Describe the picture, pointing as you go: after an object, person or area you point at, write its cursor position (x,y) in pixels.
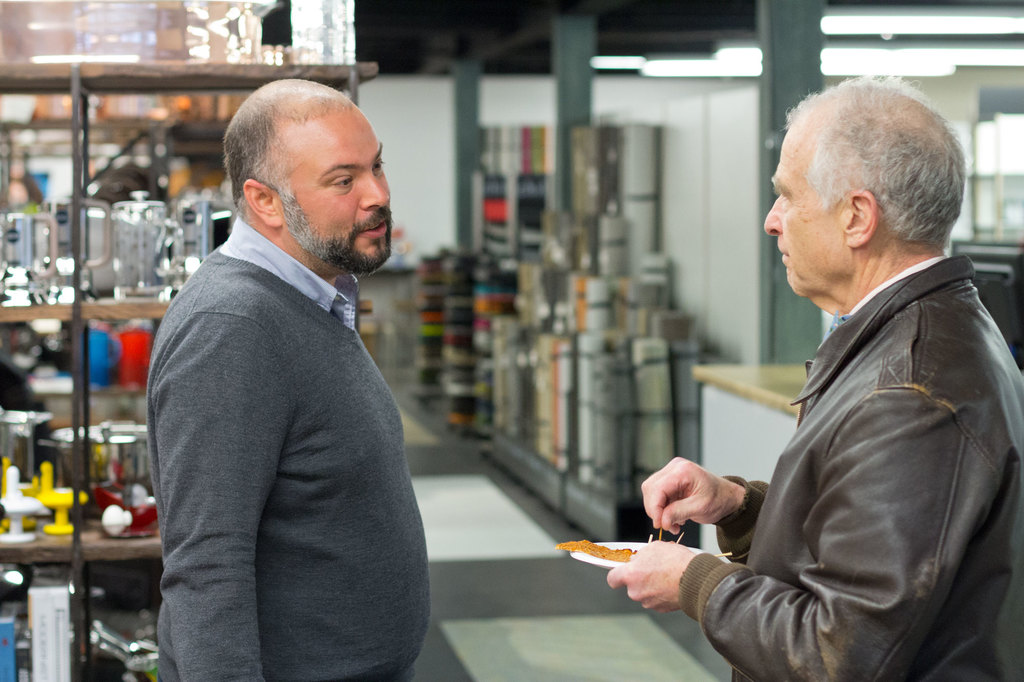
In this image I can see two persons (263,404) are standing and I can see a person (860,532) is holding a plate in his hand (660,589). In the background (180,268) I can see few racks (101,399) with few objects (12,419) in it, few metal pillars (766,4), few other objects (511,227), the white colored wall (434,150), the ceiling (552,45) and few lights (950,67) to the ceiling (734,37).
